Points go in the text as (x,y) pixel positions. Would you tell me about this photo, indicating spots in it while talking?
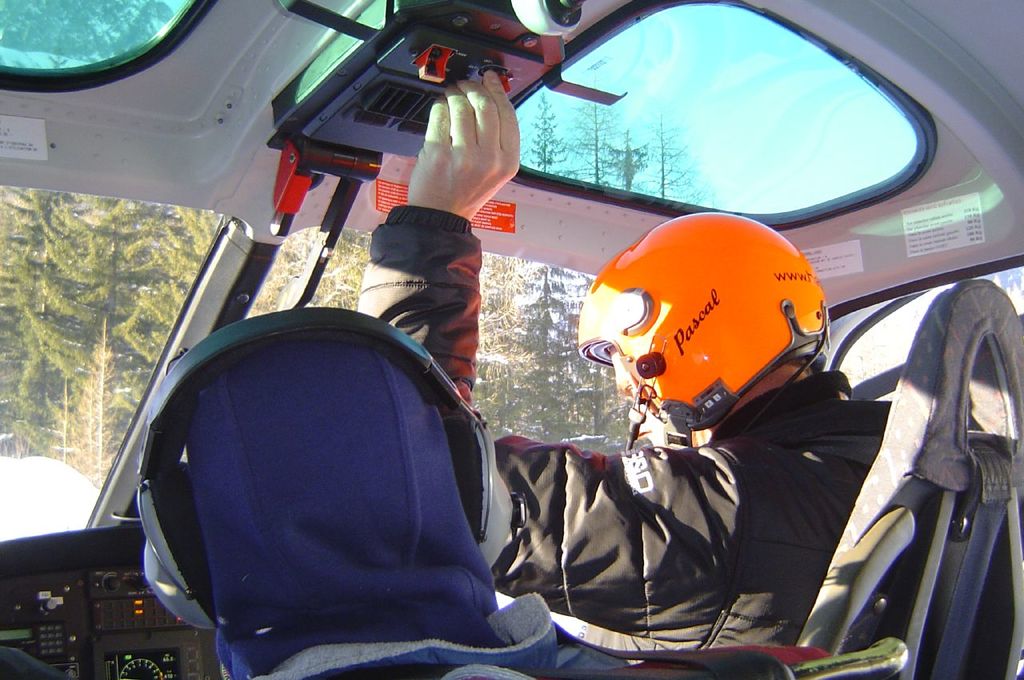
In this image I see the inside of a vehicle (971,14) and I see 2 persons (647,520) who are sitting and I see that this person (348,504) is wearing a headphone (189,496) on the head (412,477) and this person (625,375) is wearing a helmet (773,298) on the head (756,367) and in the background (64,341) I see number of trees (57,212) and the sky (749,125).
